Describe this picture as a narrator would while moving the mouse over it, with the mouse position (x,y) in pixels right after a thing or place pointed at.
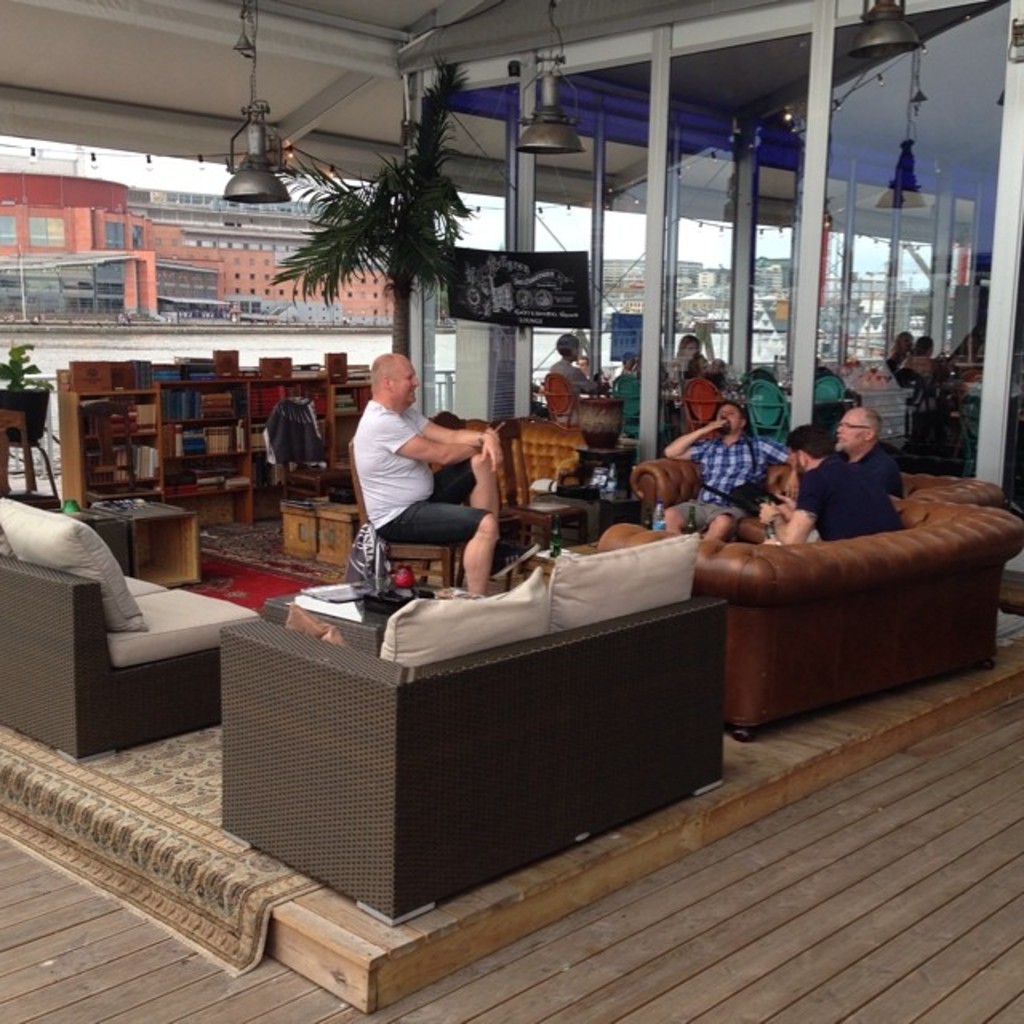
In this image i can see four men (735,419) sitting on a couch (905,534) and a chair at the back ground (270,340) i can see few books (182,433) in a cup board (213,424), a small plant (8,385), a building (279,287), water (268,355), at the top (249,173) i can see a light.
